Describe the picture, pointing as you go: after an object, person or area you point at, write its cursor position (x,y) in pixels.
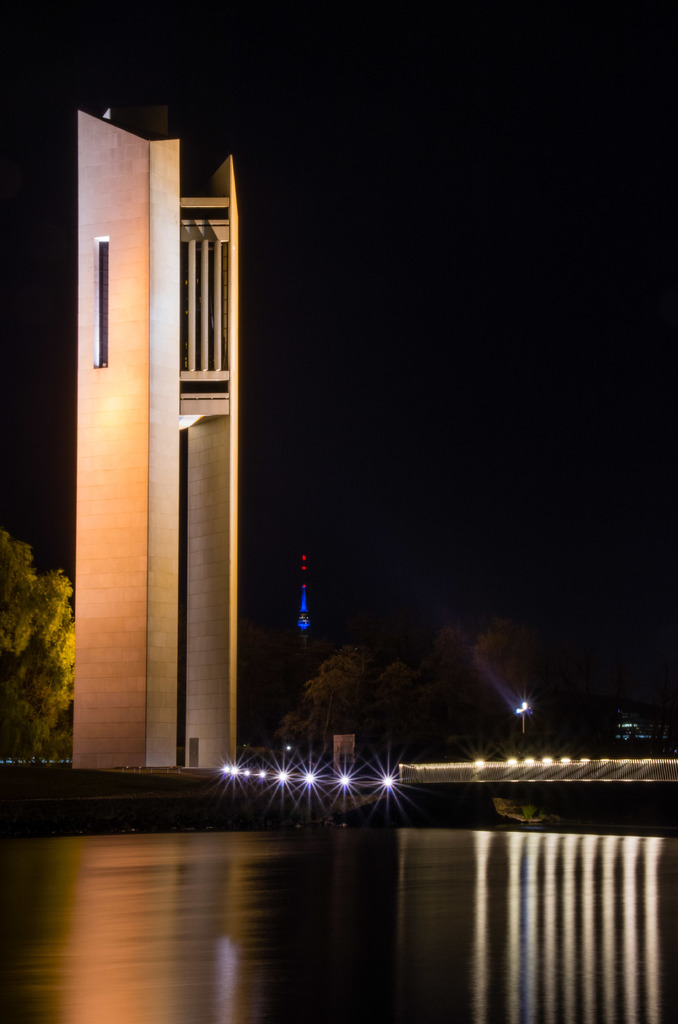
At the bottom of the picture (333,864), we see the water (326,942). In the middle (237,652), we see a building (168,499) and the lights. There are trees (273,680), street lights (523,714), and a tower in the background (352,675). At the top (509,178), we see the sky (398,266), which is black in color. This picture is clicked in the dark.
